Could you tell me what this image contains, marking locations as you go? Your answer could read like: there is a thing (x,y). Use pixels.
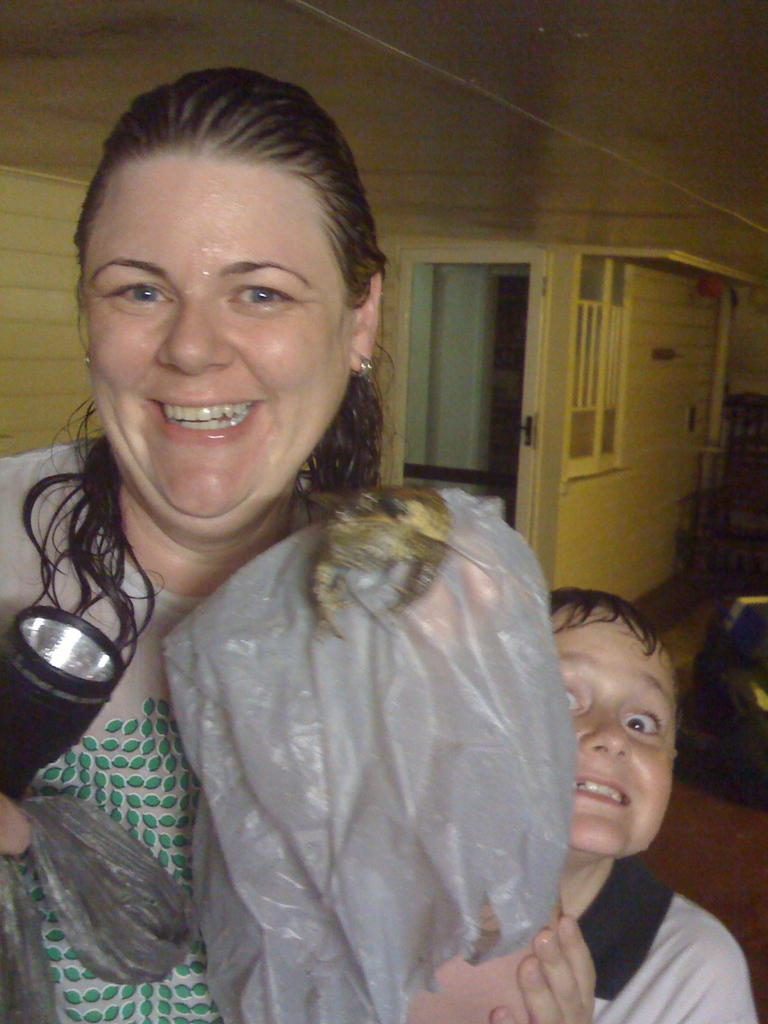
In this picture we can see a kid (592,937) and a woman (17,594) holding a torch (107,667). They are looking and smiling at someone.
